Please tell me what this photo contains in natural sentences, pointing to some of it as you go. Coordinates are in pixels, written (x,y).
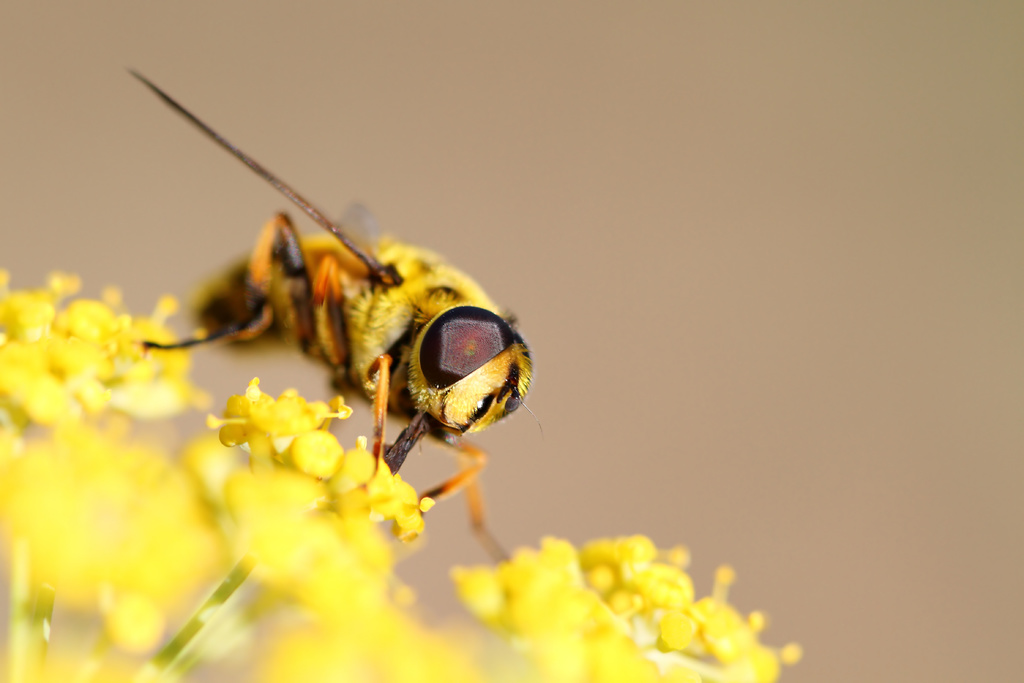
In this image I can see a bee (330,362) on the yellow color flowers (282,540). In the background (414,575) I can see a brown color. This image is taken may be in the garden (109,325).
